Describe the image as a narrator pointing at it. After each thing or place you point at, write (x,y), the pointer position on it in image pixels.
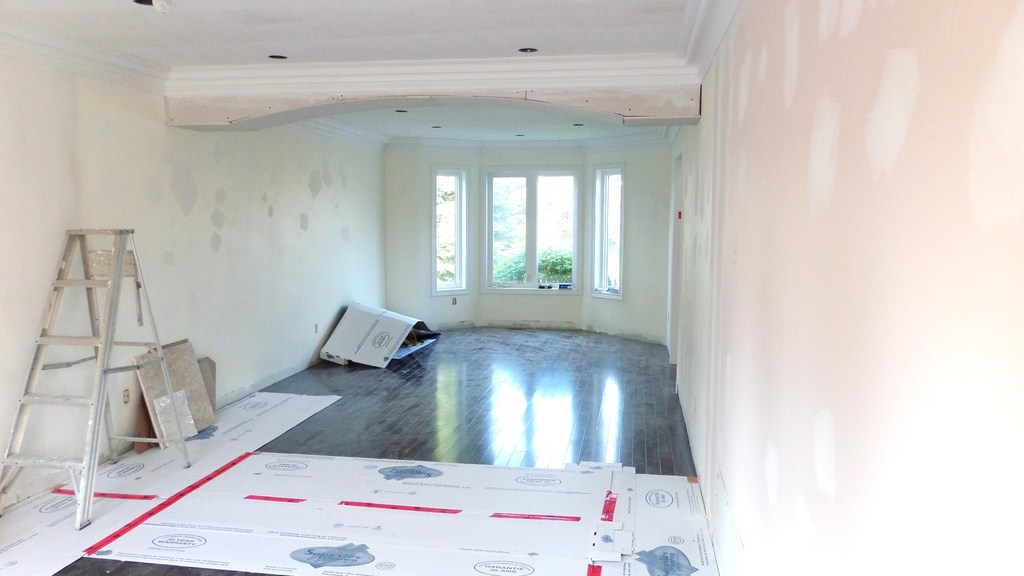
This is the inside view of a room (762,307) where we can see floor (506,405), cardboards (361,340), ladder (141,318), walls (131,326), roof (426,94) and a window (518,270). Behind the window (518,270), we can see greenery (496,219).
